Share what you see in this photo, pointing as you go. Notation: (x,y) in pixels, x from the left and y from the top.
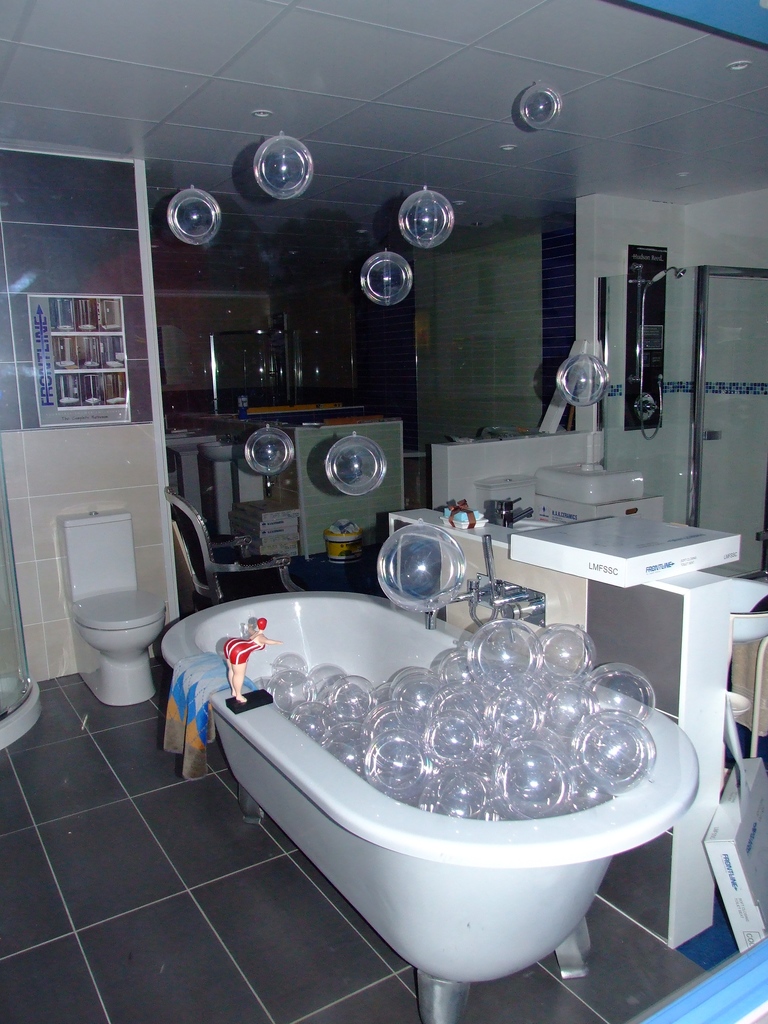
In this picture there is a bathing tub (279,796) in the center of the image (258,603) and there is a sanitary equipment (119,532) on the left side of the image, there are bubbles (279,709) in the bathing tub (279,718) and there are sinks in the background area of the image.
